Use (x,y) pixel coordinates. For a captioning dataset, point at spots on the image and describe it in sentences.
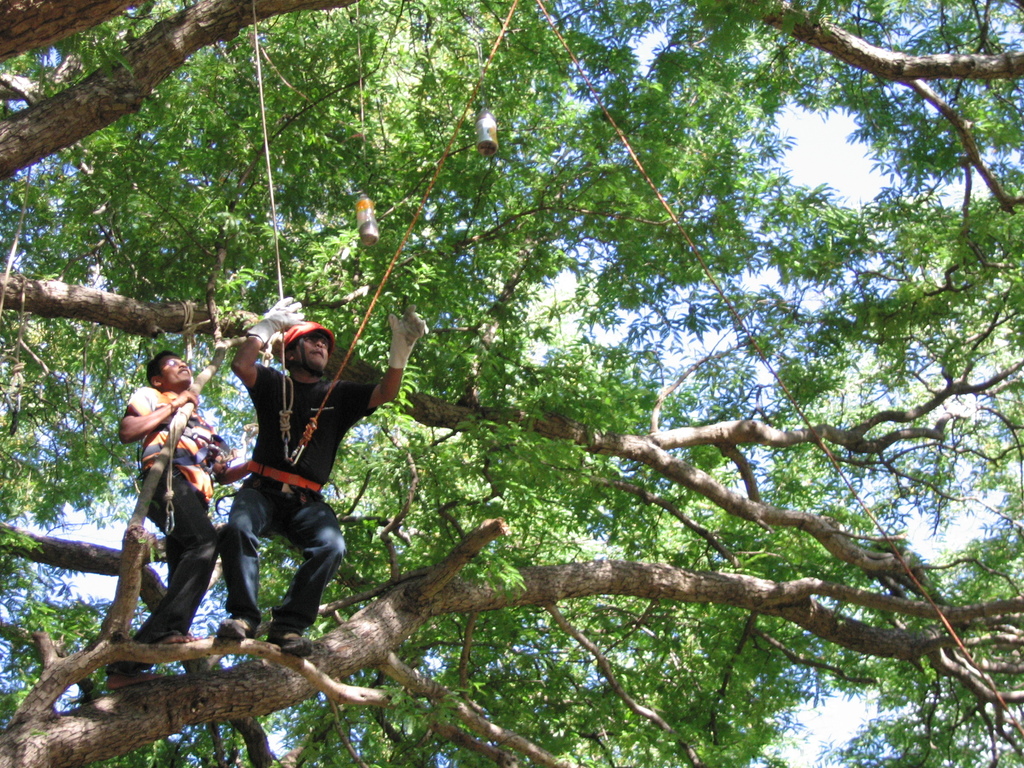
in this image we can see persons (196,489) standing on the branch (243,641) of a tree (217,652) and holding ropes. In the background (325,200) we can see trees (460,162), bird feeders (486,128) and sky (774,233).
